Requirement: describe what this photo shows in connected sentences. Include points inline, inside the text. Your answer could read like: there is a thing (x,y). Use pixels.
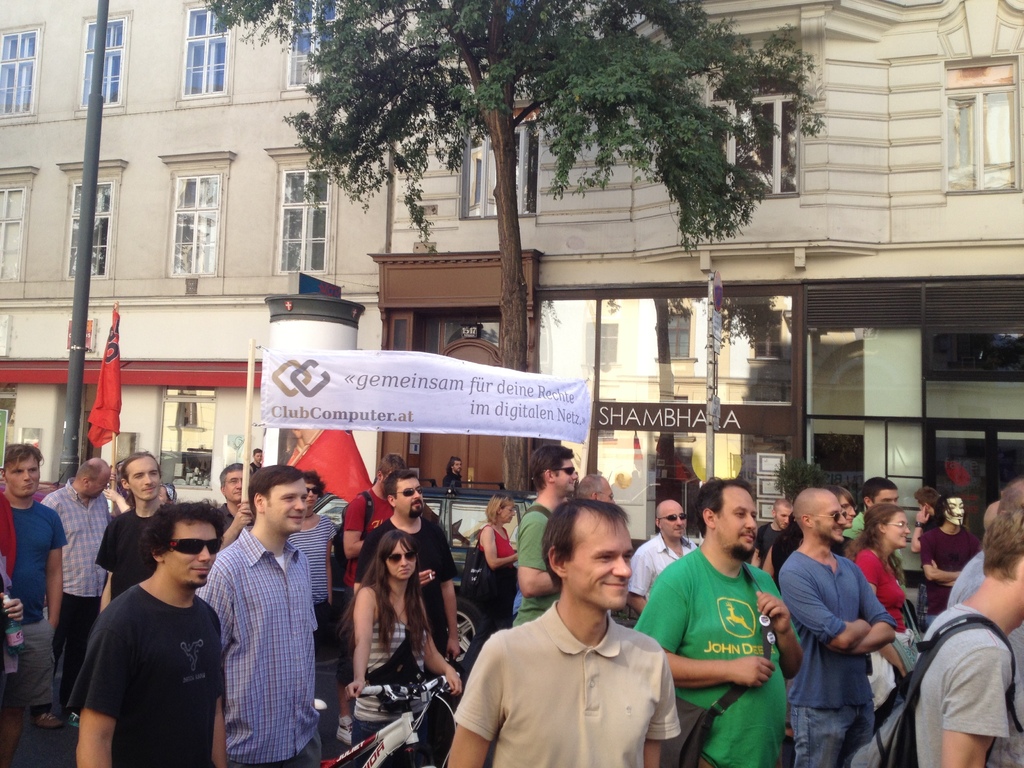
In this image, we can see many people (653,629) and some of them are holding flags (327,431) and banners (310,424). In the background (135,106), there are buildings (243,184) and we can see a tree (575,124) and a pole (85,231).
